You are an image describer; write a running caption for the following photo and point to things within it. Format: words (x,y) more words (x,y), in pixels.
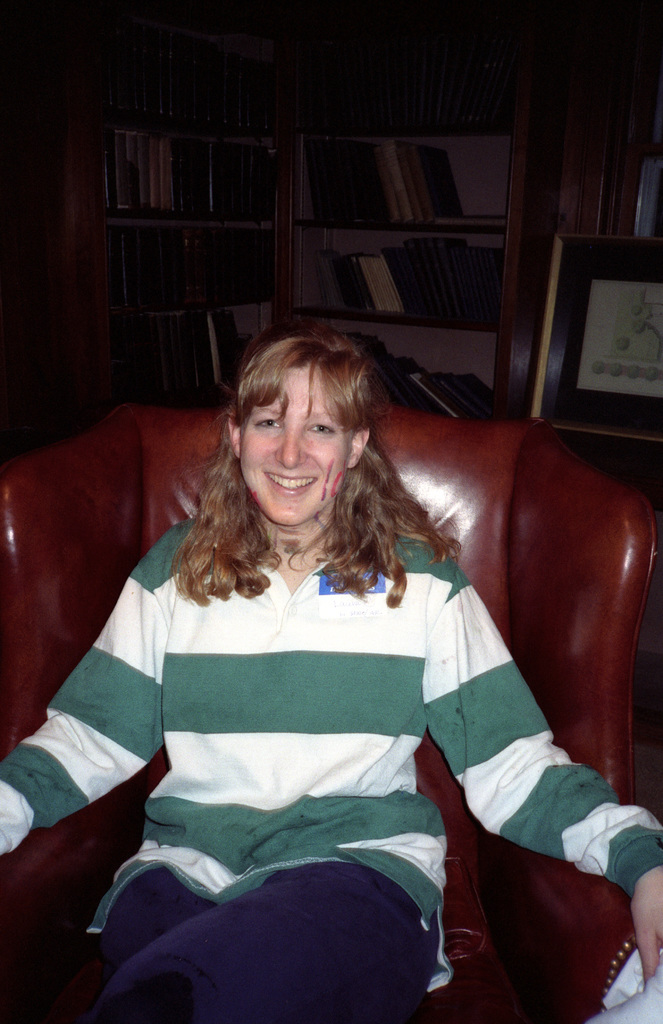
In the image we can see there is a woman (462,616) sitting on the chair (566,682) and smiling. Behind there are books (150,240) kept in the shelves (267,228).
